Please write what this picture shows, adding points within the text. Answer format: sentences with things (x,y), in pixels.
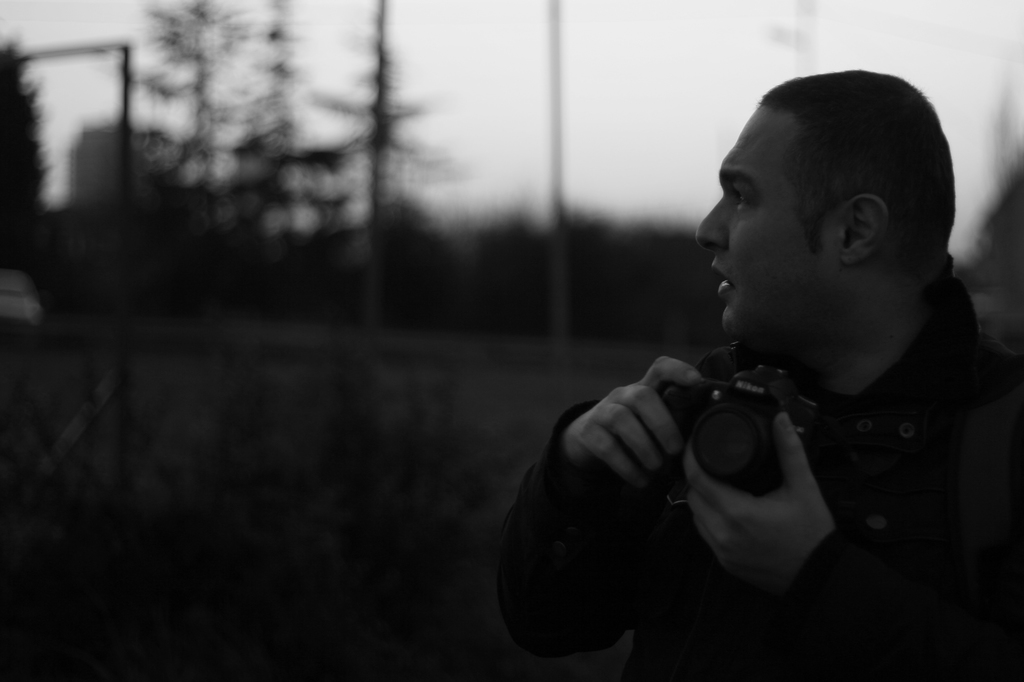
This is a black and white image. Here is the man (807,474) standing and holding camera (801,438). At background (204,310) these look like trees (341,259).
